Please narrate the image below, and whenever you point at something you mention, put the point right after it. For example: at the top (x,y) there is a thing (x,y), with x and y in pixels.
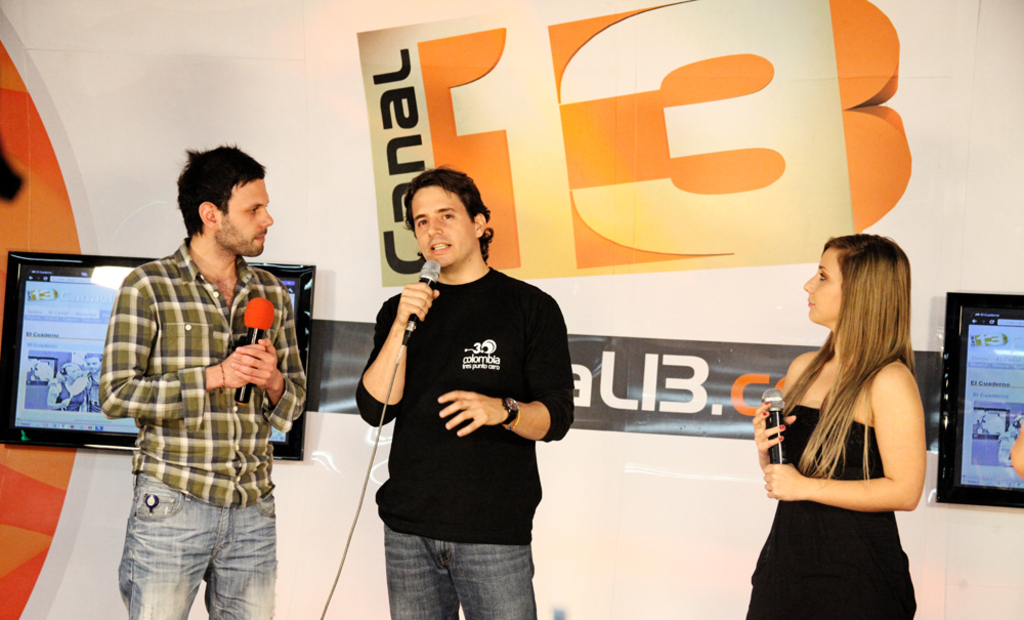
In this image we can see people (427,494) standing and holding mics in their hands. In the background (763,147) there are display screens (296,441) and an advertisement (672,83).
